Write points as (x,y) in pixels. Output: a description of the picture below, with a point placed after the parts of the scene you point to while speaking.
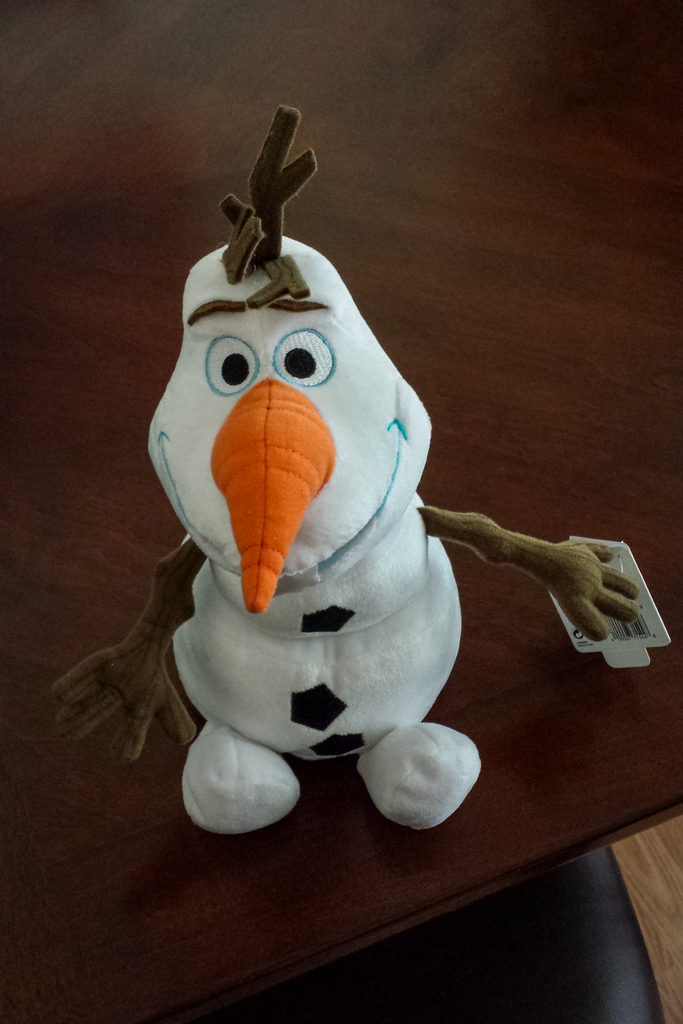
In this picture we can see doll (454,588) and object (634,654) on the table (545,412).
